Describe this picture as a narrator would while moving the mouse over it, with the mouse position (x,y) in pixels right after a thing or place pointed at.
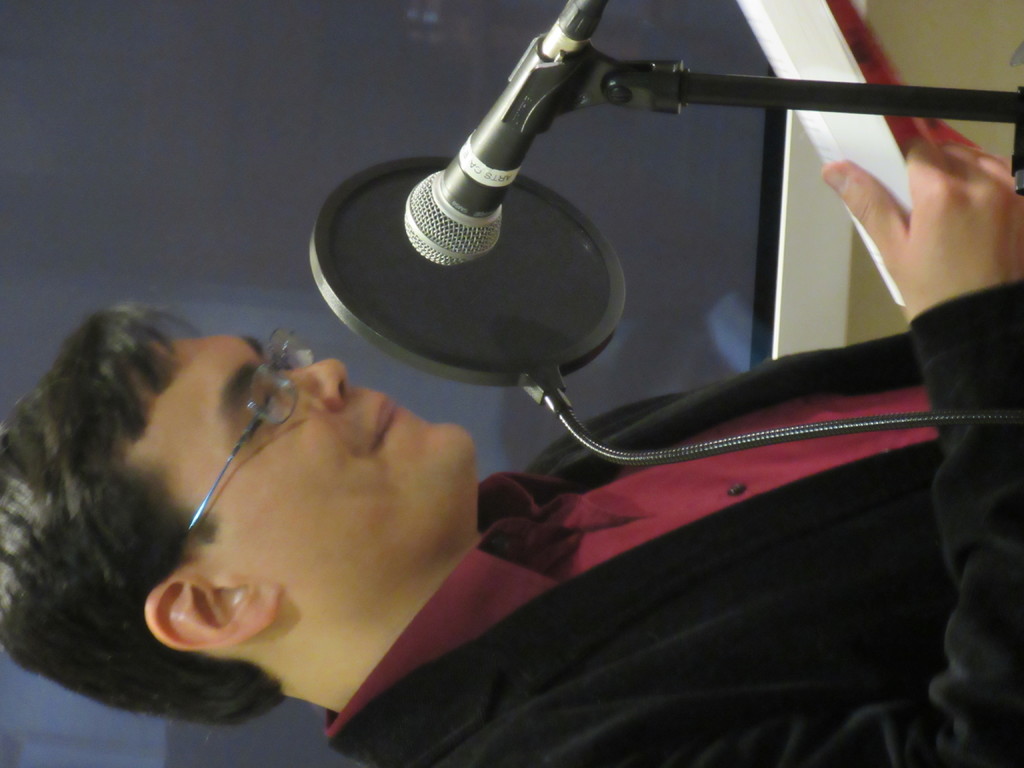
In this image we can see a person (772,759) wearing a black blazer (857,662), maroon color shirt (507,492) and spectacles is holding a book (876,160) in his hands (986,206) and smiling. Here we can see a mic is kept to the stand (851,86). In the background (751,142), we can see the wall (615,202).
